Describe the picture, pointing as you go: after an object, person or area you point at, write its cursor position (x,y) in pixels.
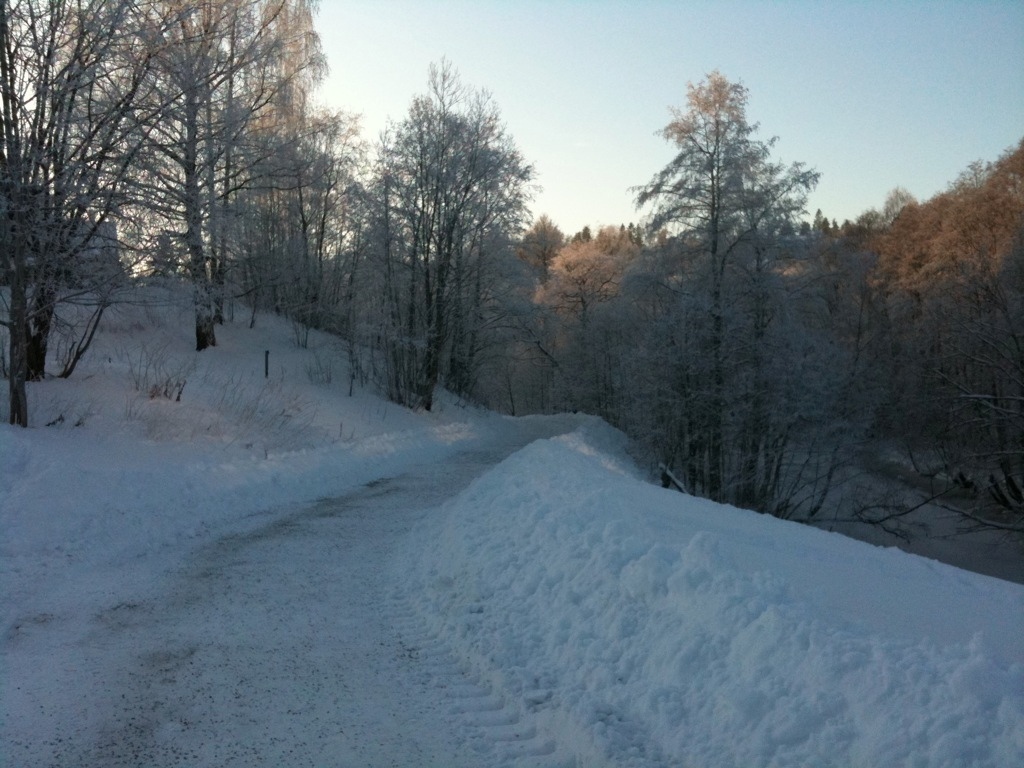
In this image I can see the road (258,633), some snow (440,569) on both sides of the road (295,517) and few trees (163,211) and snow (760,321) on the trees (462,299). In the background (554,236) I can see few trees (486,202) which are white and orange in color and the sky (551,103).
